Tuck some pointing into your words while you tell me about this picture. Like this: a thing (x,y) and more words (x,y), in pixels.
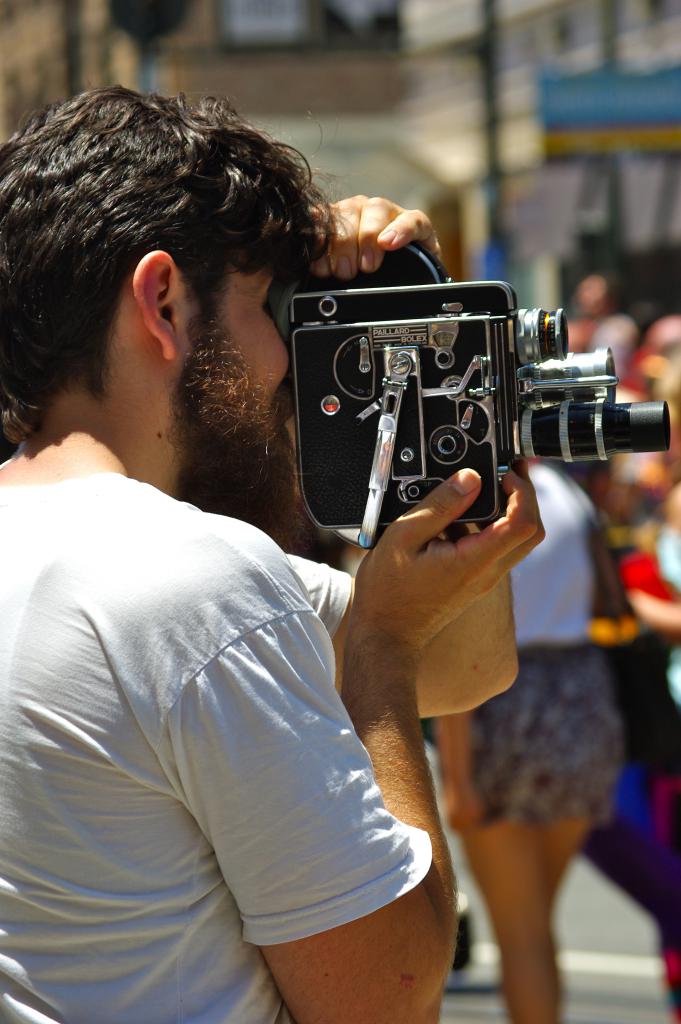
A beard guy (208,330) is holding a camera (359,466) with both his hands (442,506) and clicking the image. We observe many people (606,541) and there are few buildings (498,46) in the background (301,63). The picture is clicked on a road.
